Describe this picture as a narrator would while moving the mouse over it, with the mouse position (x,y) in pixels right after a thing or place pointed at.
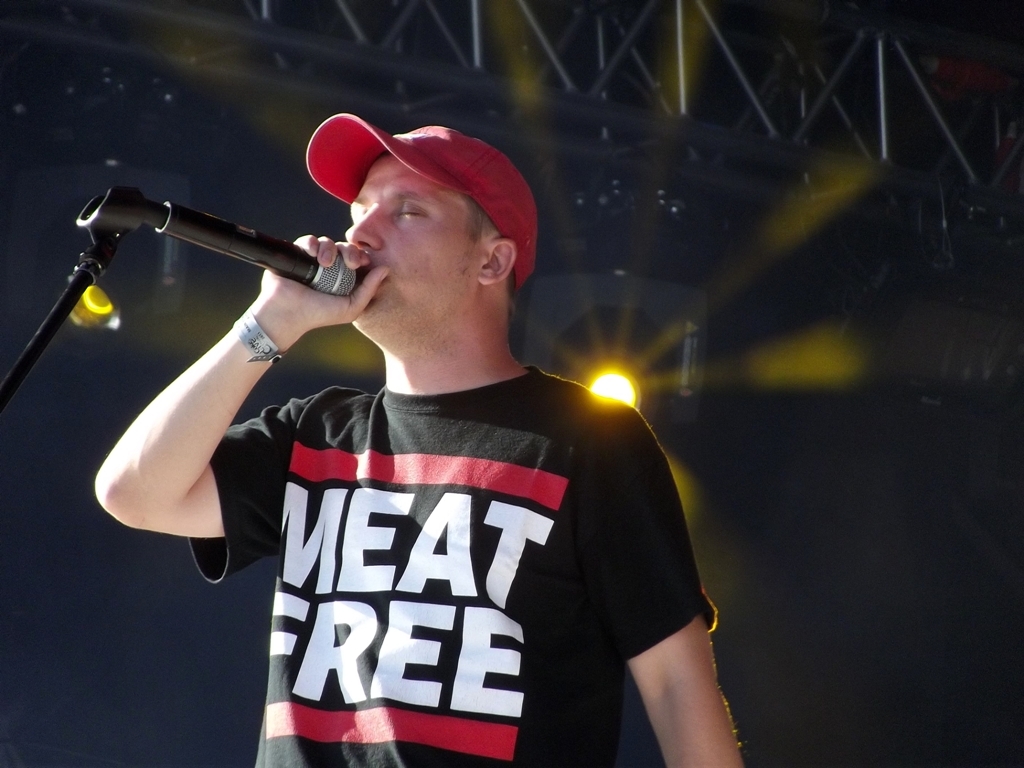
In this image I can see a man (519,607) wearing black color t-shirt (455,621) and holding a mike (309,284) in his hand (296,322) and also I can see a red color cap (473,178) on his head (398,221). In the background (621,372) there is a light (615,383).
